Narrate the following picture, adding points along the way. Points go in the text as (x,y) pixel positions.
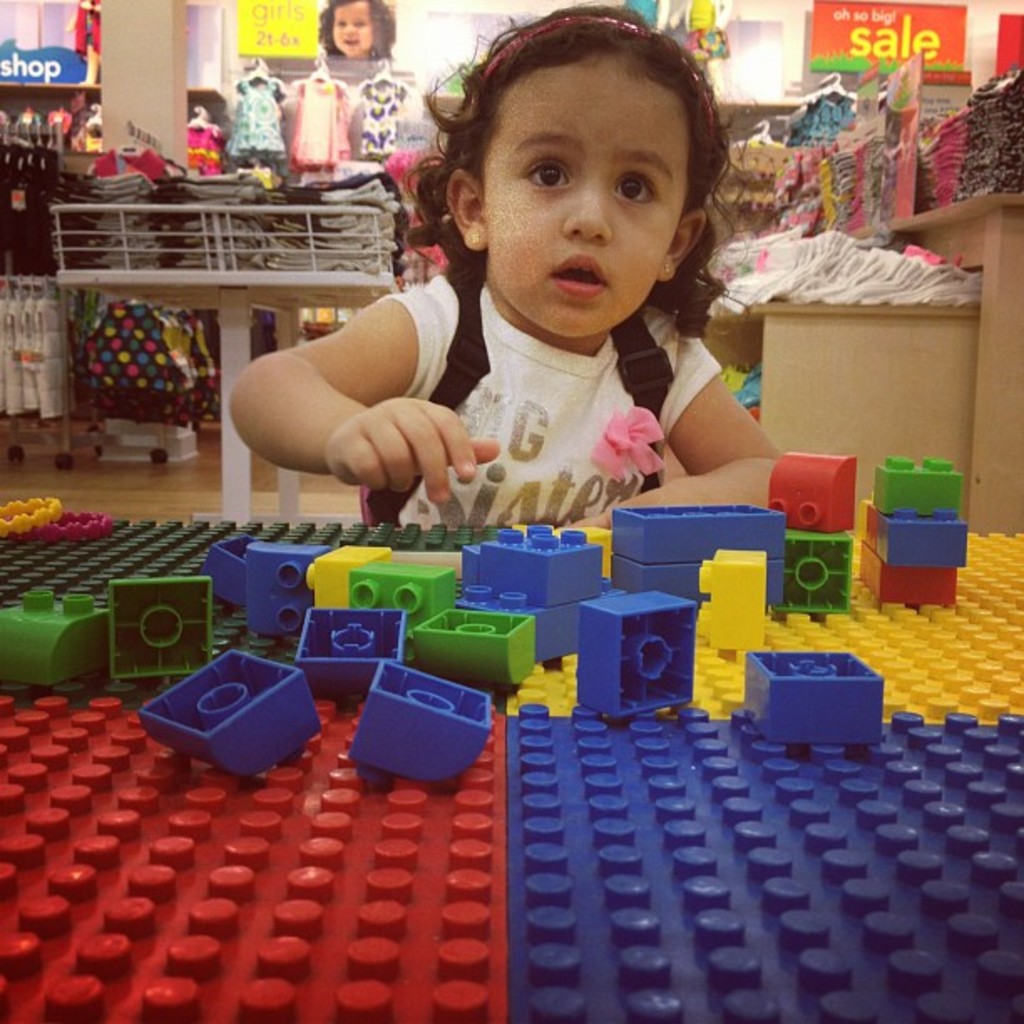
In the picture there is a baby (411,487) playing with blocks (294,716) of a color blocks game, behind the baby (424,419) there are plenty of kids wear (329,166).
